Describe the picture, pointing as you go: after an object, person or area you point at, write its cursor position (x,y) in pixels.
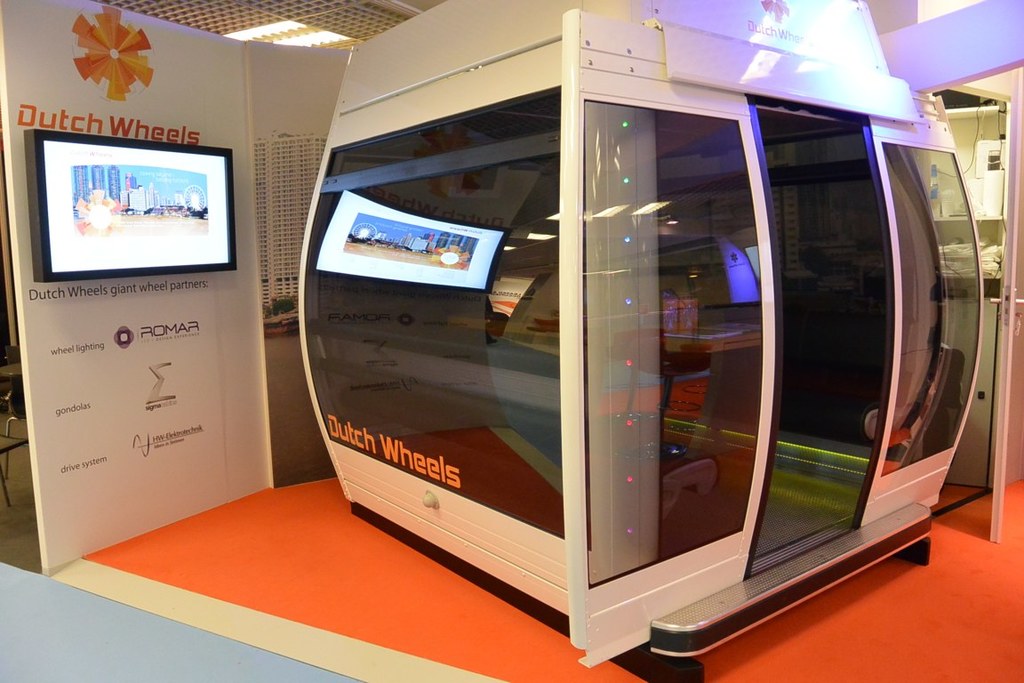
It is a machine (709,389), there are glasses (666,374) for this. On the left side (184,271) there is a t. v (179,257).
